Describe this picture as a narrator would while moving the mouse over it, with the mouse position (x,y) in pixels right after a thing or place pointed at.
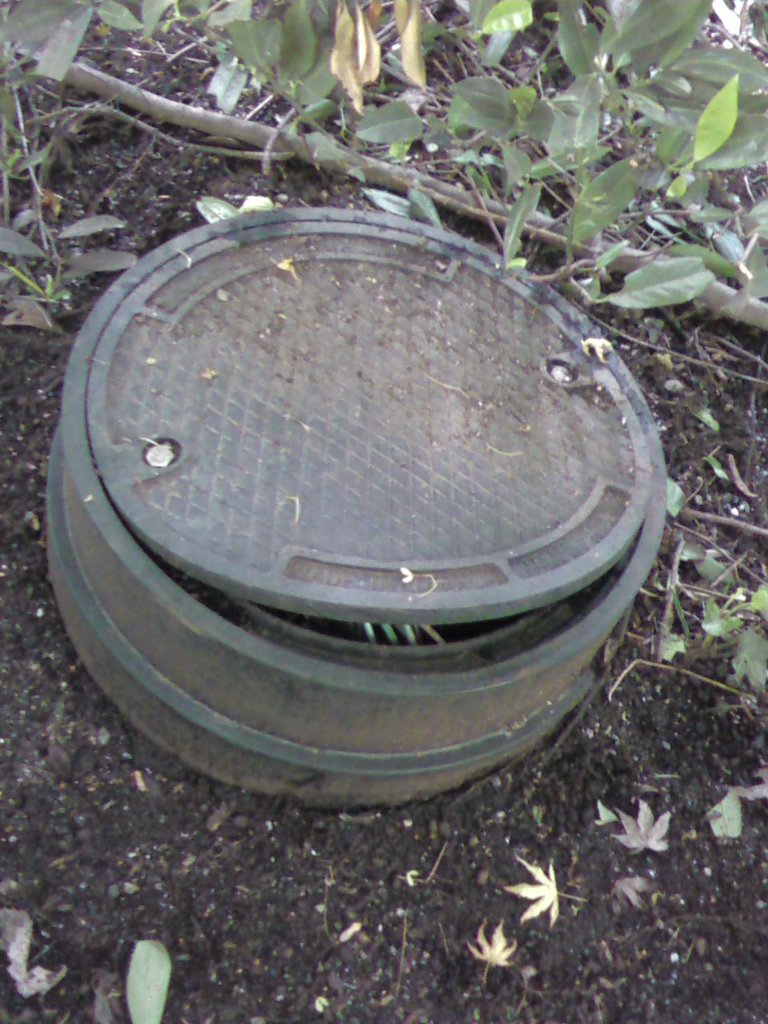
In this picture there is an object (446,406) in the foreground (622,542). At the back (319,141) there are trees (26,13). At the bottom (738,708) there is mud (336,855) and there are leaves (640,848) and there is a tree branch (566,234).
